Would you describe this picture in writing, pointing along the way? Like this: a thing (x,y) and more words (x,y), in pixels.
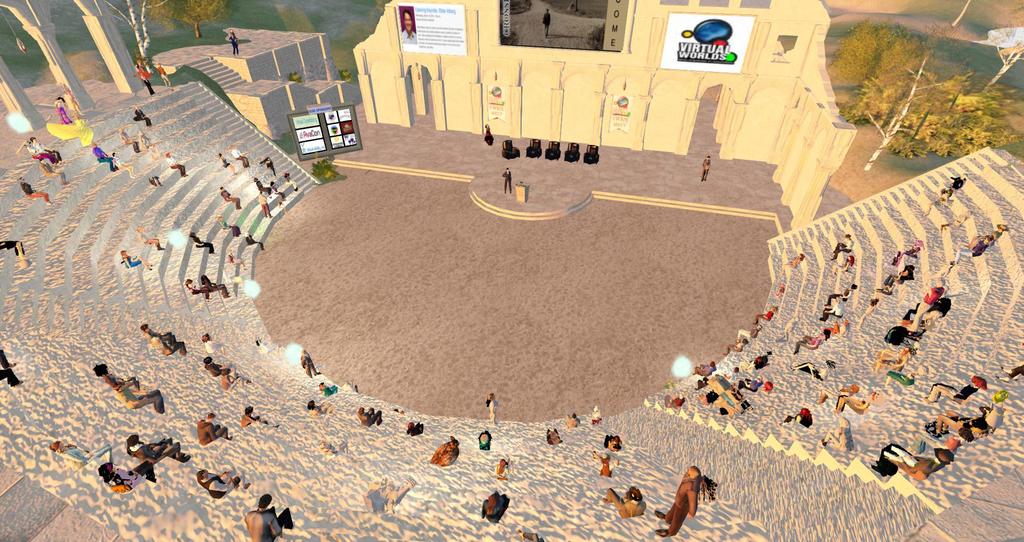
In this image I can see stairs (417,440) surrounding an open ground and people (491,520) sitting on the stairs (177,117). I can see three people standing on the stage (517,167), I can see some chairs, pillars (652,97), banners (495,101), boards (701,46) and a screen (554,34). This is an animated image. I can see trees (915,83) in the top left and right corners.
